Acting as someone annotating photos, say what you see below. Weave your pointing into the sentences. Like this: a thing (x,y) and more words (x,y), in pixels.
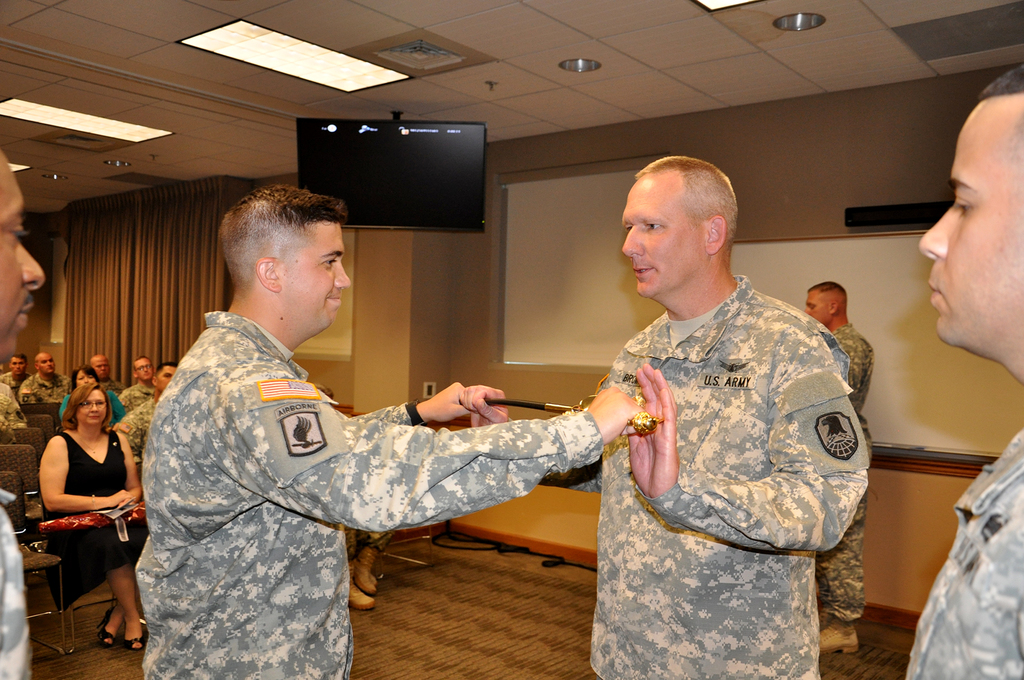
In the image there are few men (337,511) in camouflage dress (696,466) standing in the front (775,615) and in the back (64,485) there are few men (59,395) and women (103,401) sitting on chairs (17,486) and there are lights (268,57) over the ceiling (538,112) with a screen (405,167), over the back (558,182) there are white boards (816,249) on the wall (848,200) along with curtains (156,278) on it on the left side (144,258).
